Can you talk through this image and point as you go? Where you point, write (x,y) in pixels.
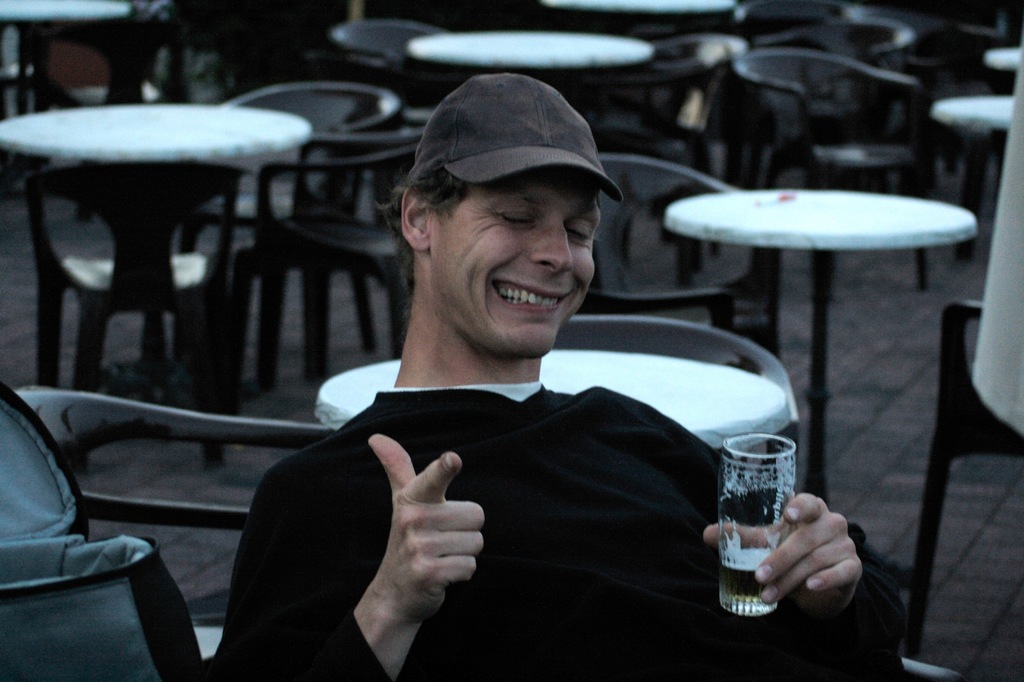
In this picture, we see a man (516,289) is wearing the black T-shirt (570,456) and a cap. He is holding a glass (740,482) containing the liquid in his hand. He is pointing his finger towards something. He is smiling and he might be posing for the photo. On the left side (65,418), we see a chair (154,523) on which a grey and black color bag (129,557) is placed. Behind him, we see the empty chairs (385,194) and tables (705,234). On the right side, we see a cloth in white color.
